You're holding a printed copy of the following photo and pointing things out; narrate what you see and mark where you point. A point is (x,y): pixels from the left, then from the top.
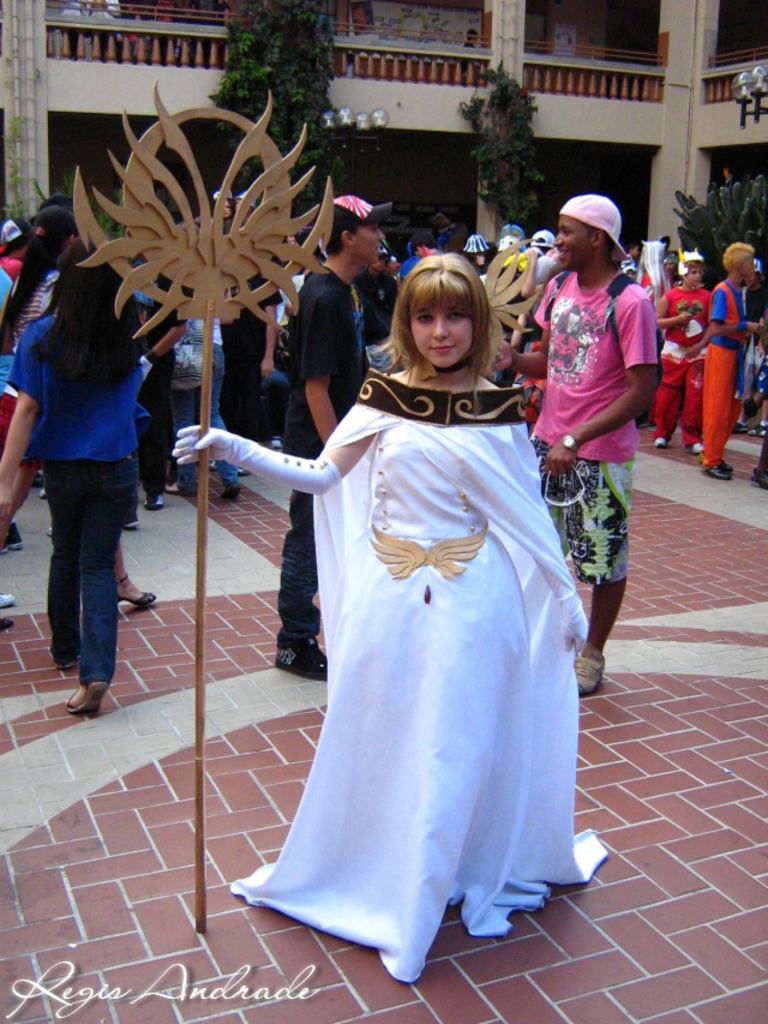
In this picture I can see there is a woman (432,523) standing, she is wearing a white costume (371,602) and holding a pole (123,268) in her hand (180,430), there are a few plants (760,240) and few people (730,280) in the backdrop (730,257). There is a building (432,209) in the backdrop (444,139).
